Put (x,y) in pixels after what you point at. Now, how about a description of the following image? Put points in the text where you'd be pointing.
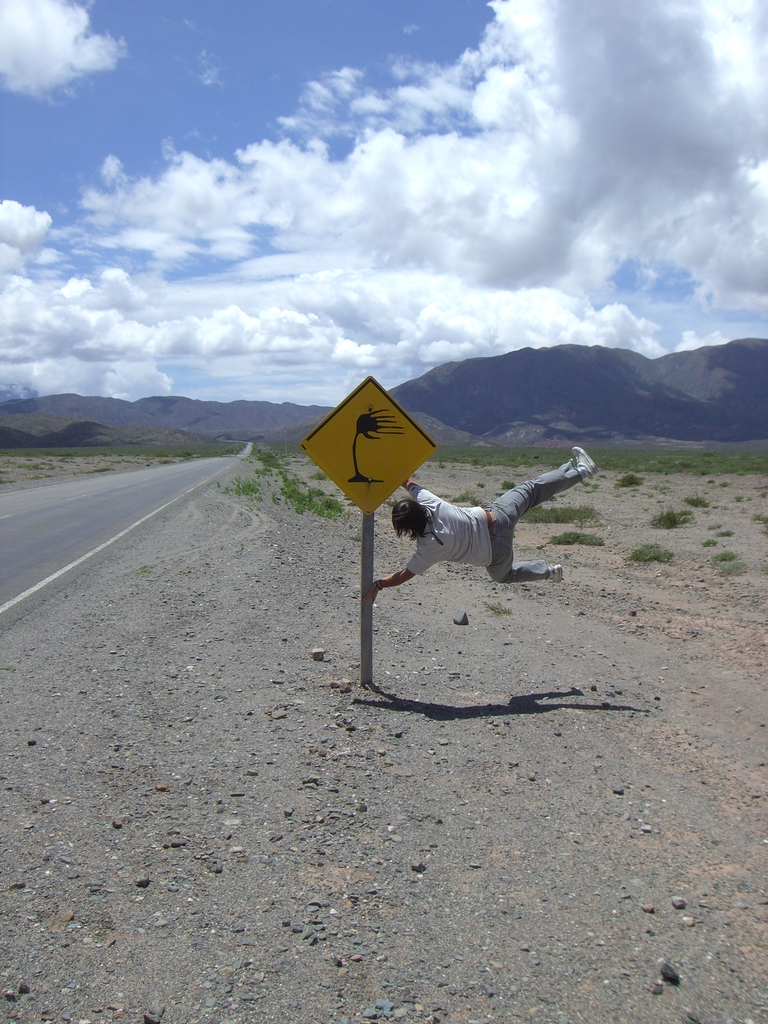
In this picture we can see a sign board (374,477), and a man (455,549) is holding a metal rod (369,549), in the background (538,432) we can see few plants (735,458), hills (537,417) and clouds (444,272).
